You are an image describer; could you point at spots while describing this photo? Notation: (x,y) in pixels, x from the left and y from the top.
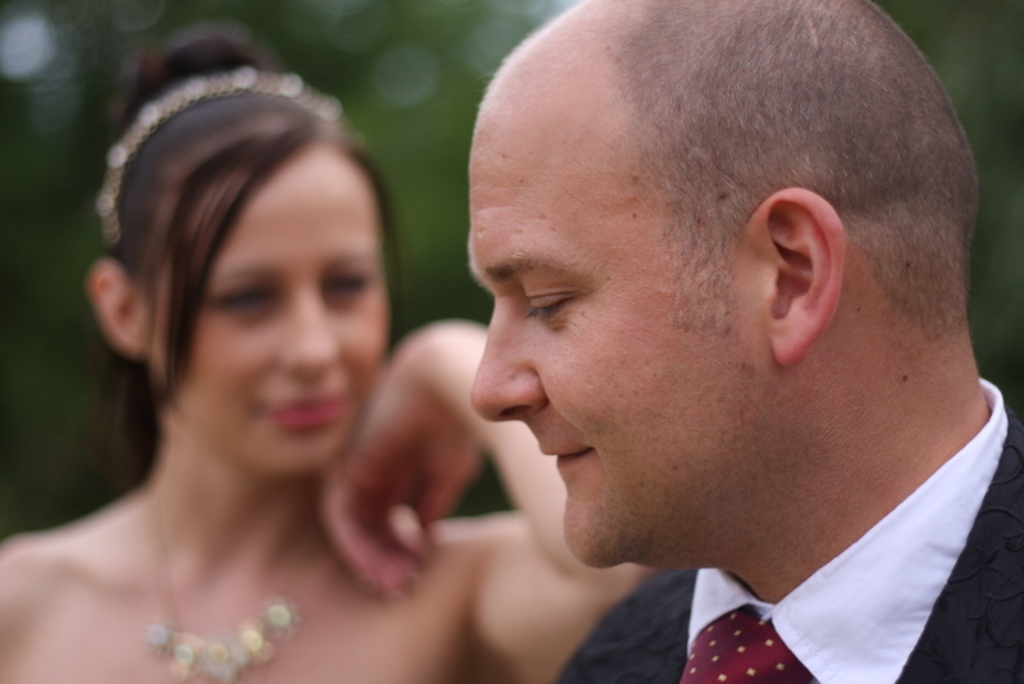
In this image in the front (857,270) there is a man (813,351) smiling. In the center (404,381) there is a woman (206,469) and the background (1,460) is blurry.
